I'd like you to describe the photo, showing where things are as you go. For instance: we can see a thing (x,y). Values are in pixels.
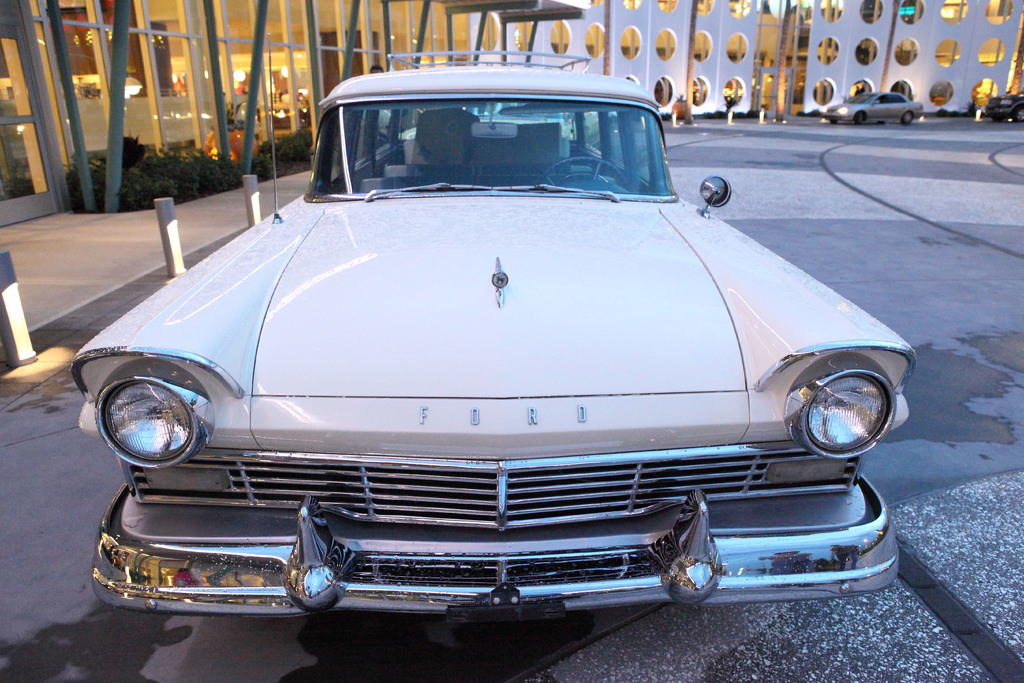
In the image there is a car (526,332) on the road (1016,308), on the back (701,44) there is building (865,22) with plants (138,192) and two cars (880,119) in front of it.
